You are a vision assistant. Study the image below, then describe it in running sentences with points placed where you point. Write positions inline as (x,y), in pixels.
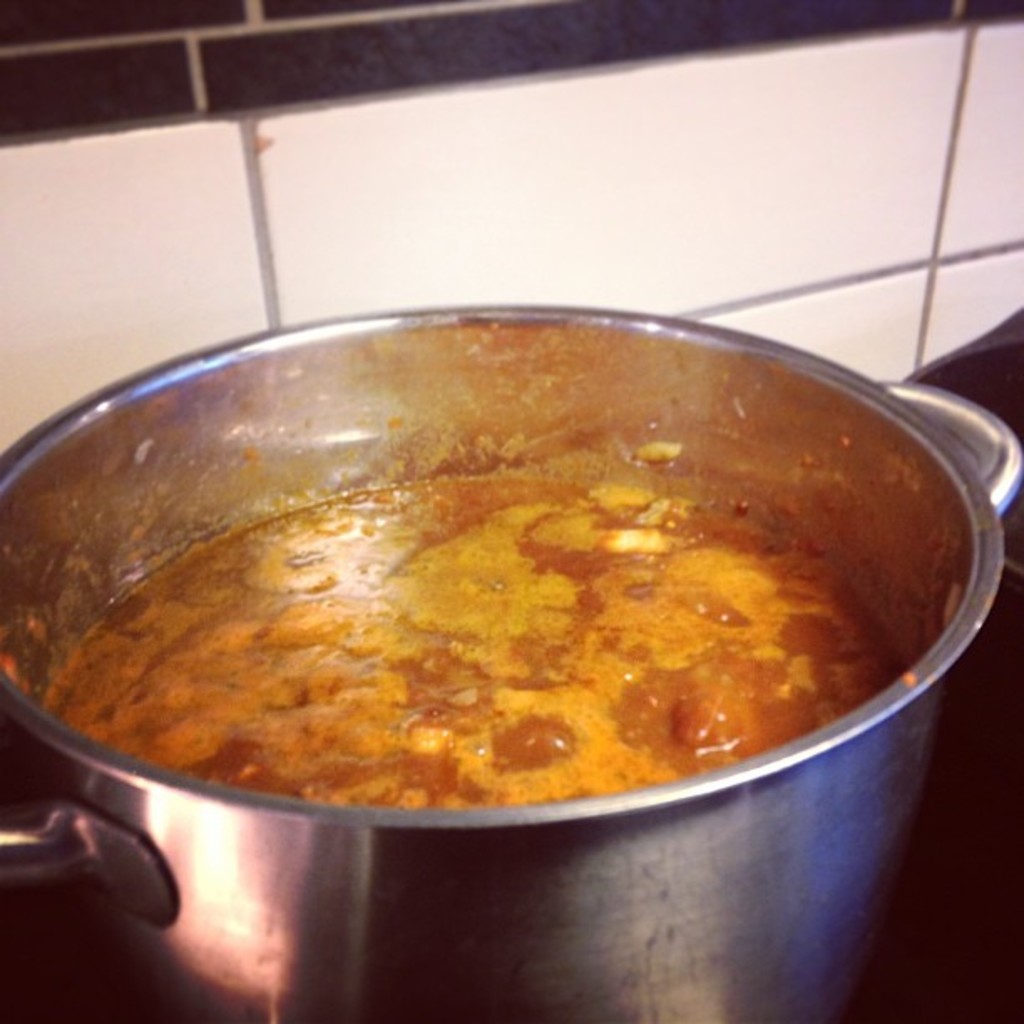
In this picture we can see liquid (448,531) in the cooking vessel (740,851). We can see the tile wall (202,161) in the background (392,254).
